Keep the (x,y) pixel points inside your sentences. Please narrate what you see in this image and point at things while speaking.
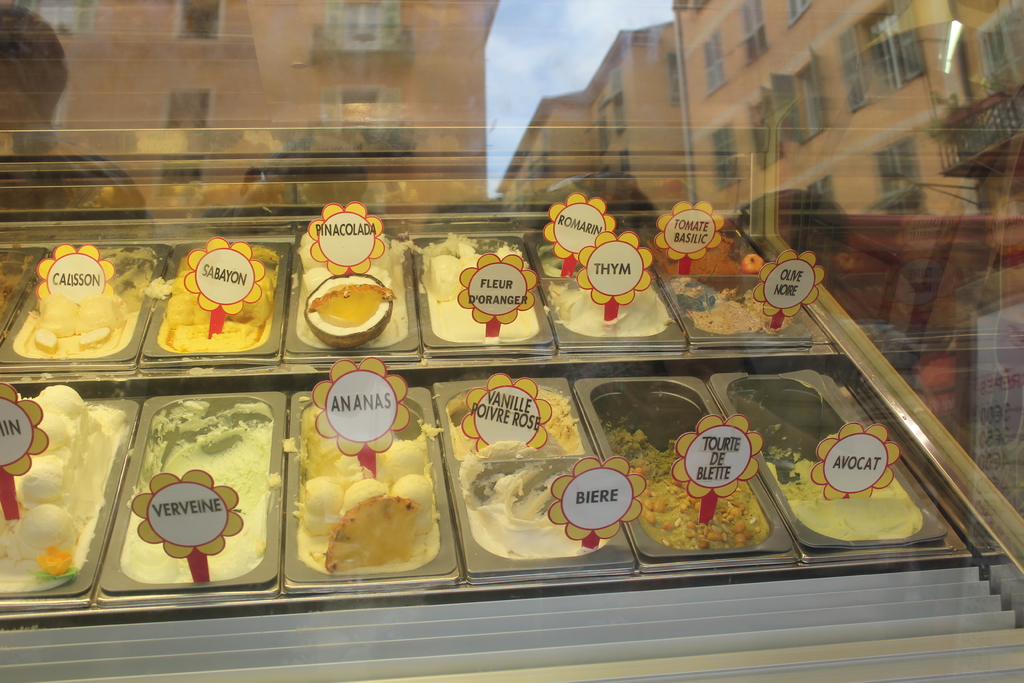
This is a glass (980,326). Through the glass (215,90) we can see food items (347,489) in the container boxes (287,497). At the top (306,129) we can see the reflections (346,90) of buildings (691,26) and clouds (590,47) in the sky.
